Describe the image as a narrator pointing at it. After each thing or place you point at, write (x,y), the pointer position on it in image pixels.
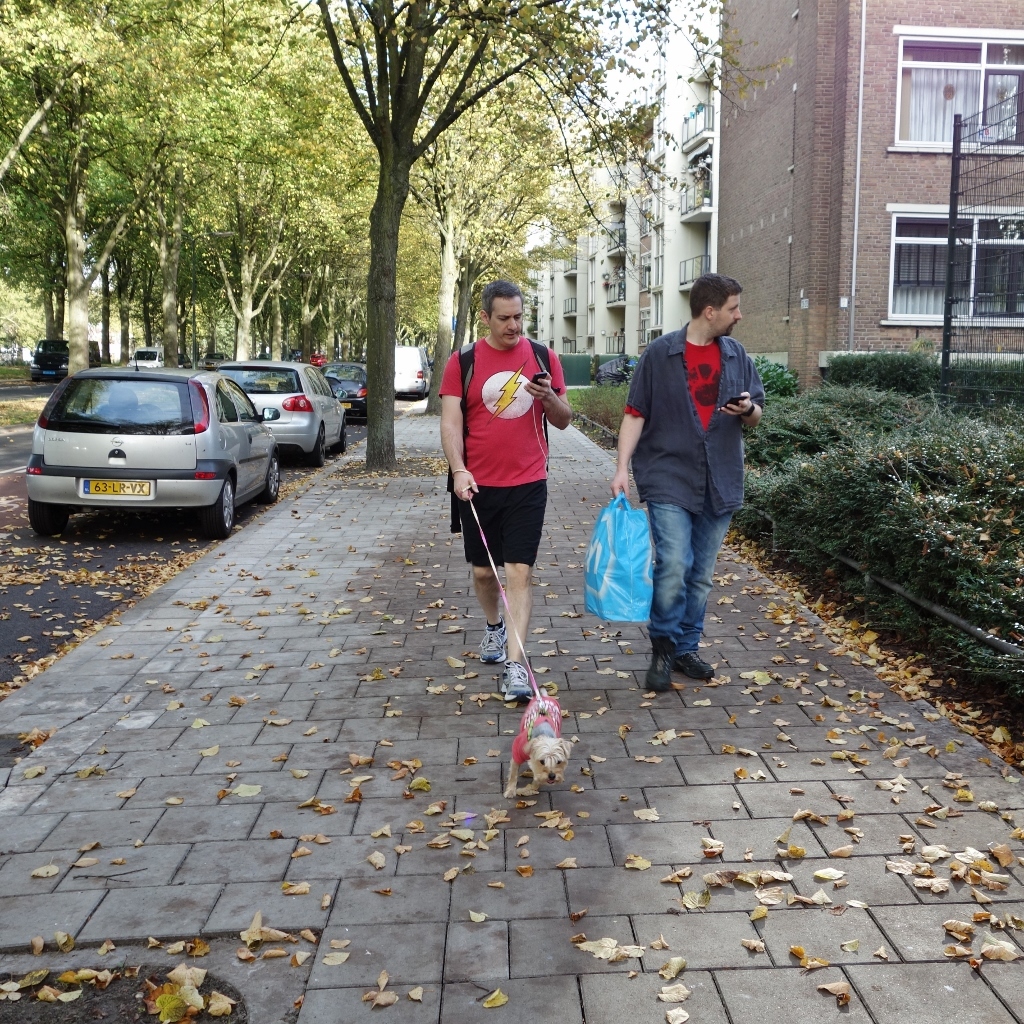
In this image I can see two people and a dog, on the left side (119,490) I can see some cars (46,439) parked on the road (16,511), on the right side (845,68) there are some buildings (913,237) and in the background (490,251) there are many trees (537,251).
